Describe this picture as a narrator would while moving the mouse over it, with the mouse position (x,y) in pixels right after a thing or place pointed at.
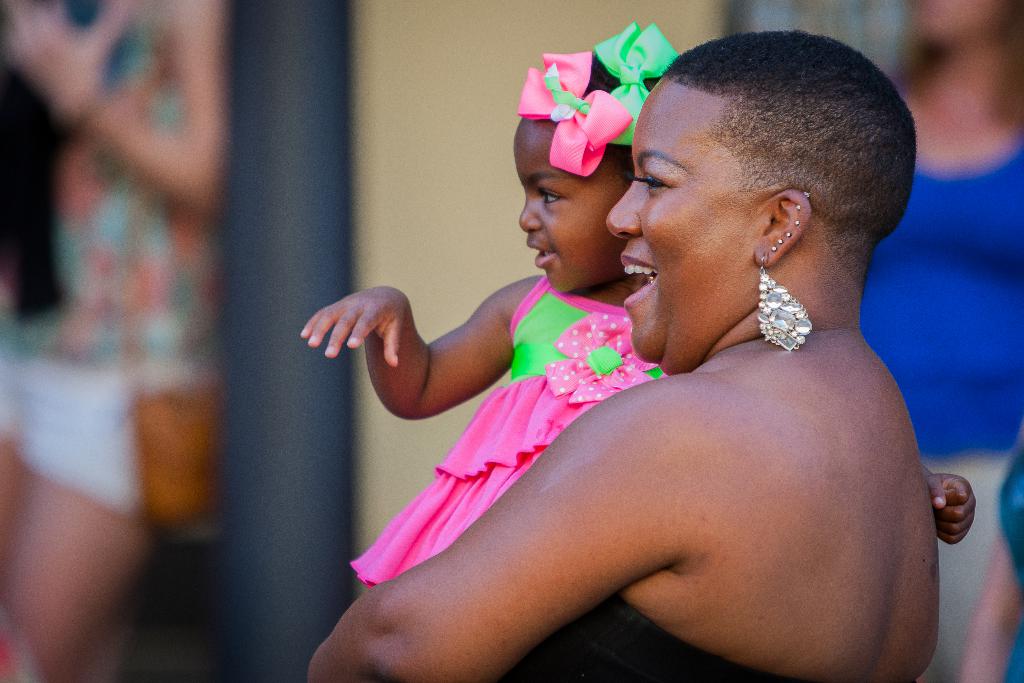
In this picture there is a woman (900,524) who is wearing black dress (631,670), she is holding a girl (554,210), who is wearing pink dress (509,398). On the right (927,412) there is a woman (992,279) who is wearing blue t-shirt (989,348) and trouser (992,519), she is standing near to the window (900,8). On the left (64,627) we can see another woman (136,167) who is wearing t-shirt (78,322), short (98,457) and bag (155,466). She is standing near to the pole (342,258) and wall (432,156).
